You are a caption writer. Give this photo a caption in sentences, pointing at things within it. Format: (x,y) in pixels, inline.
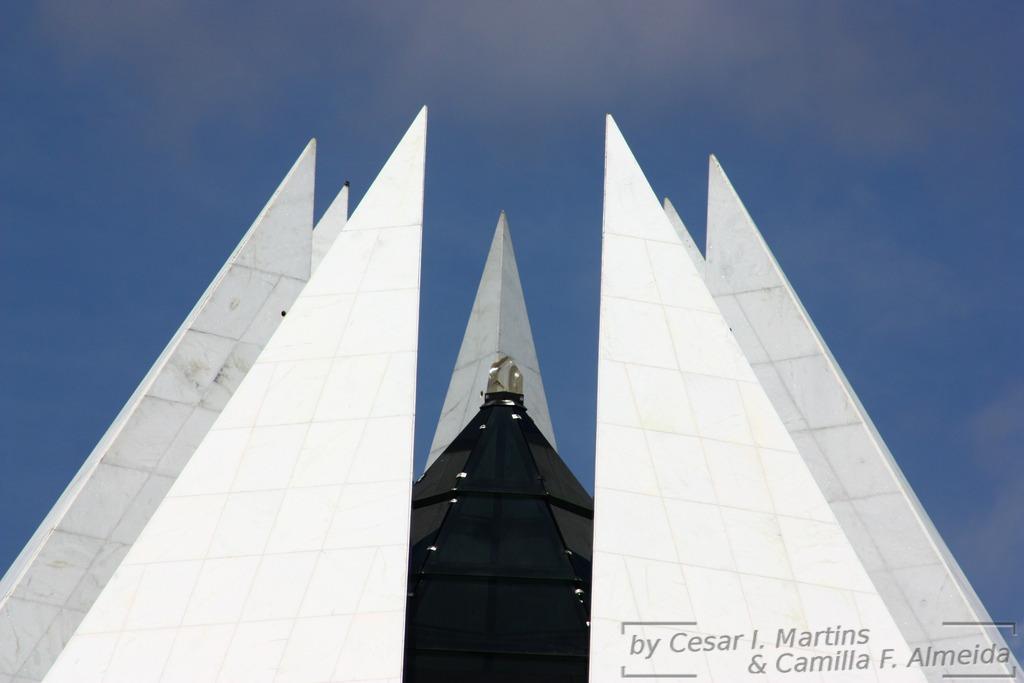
In this image I can see it looks like an architecture (578,574), at the top (547,95) it is the sky (591,106). At the bottom (715,632) there is the watermark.
